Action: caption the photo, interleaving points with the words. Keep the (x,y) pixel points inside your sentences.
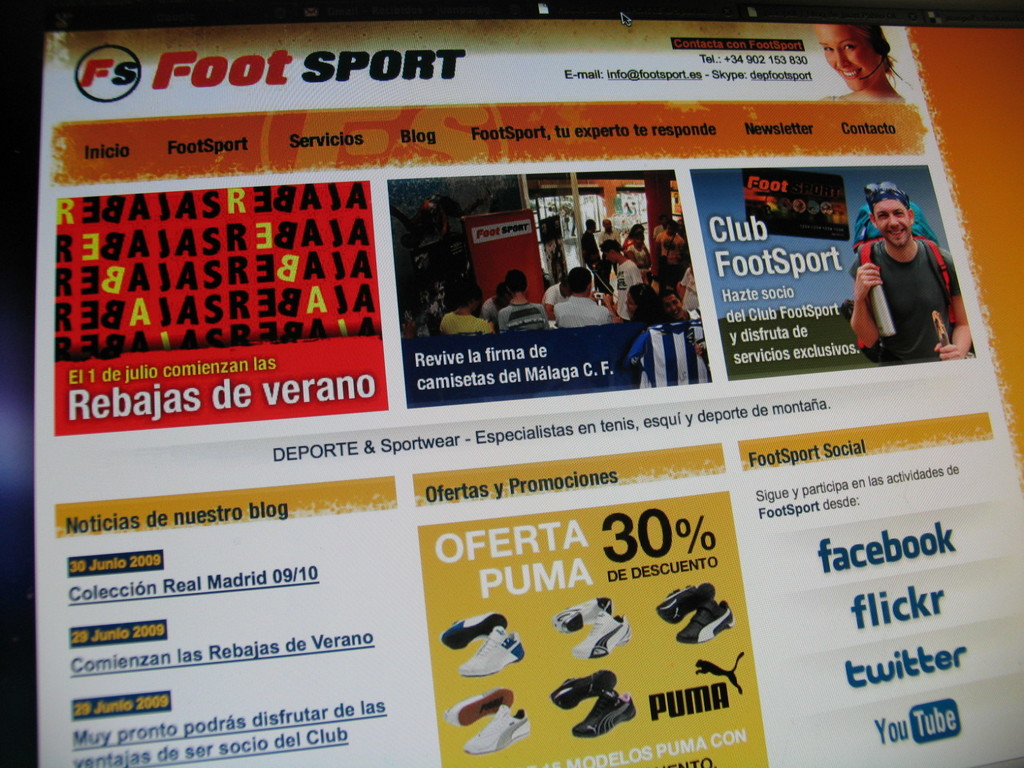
In this image we can see a screen (165,337) with text (202,73) and images (873,258).
